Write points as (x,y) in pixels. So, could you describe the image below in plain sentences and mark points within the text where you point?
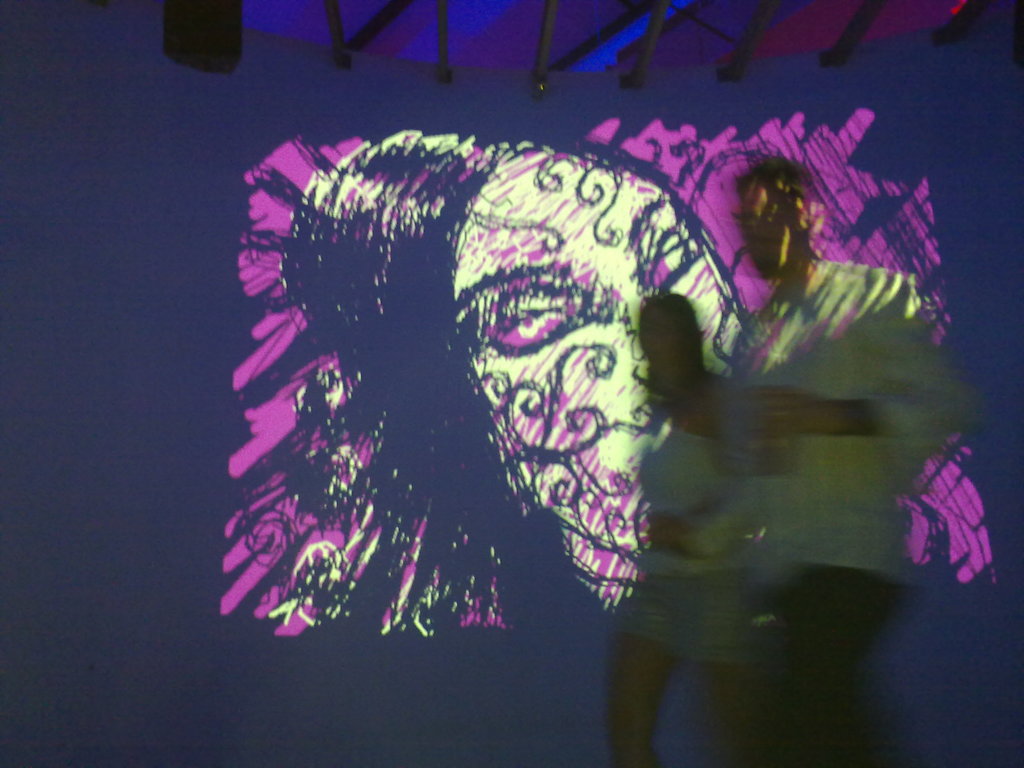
In the picture we can see a painting (290,190) on the screen (966,137) and on it we can see a shadow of the two people (871,354).
